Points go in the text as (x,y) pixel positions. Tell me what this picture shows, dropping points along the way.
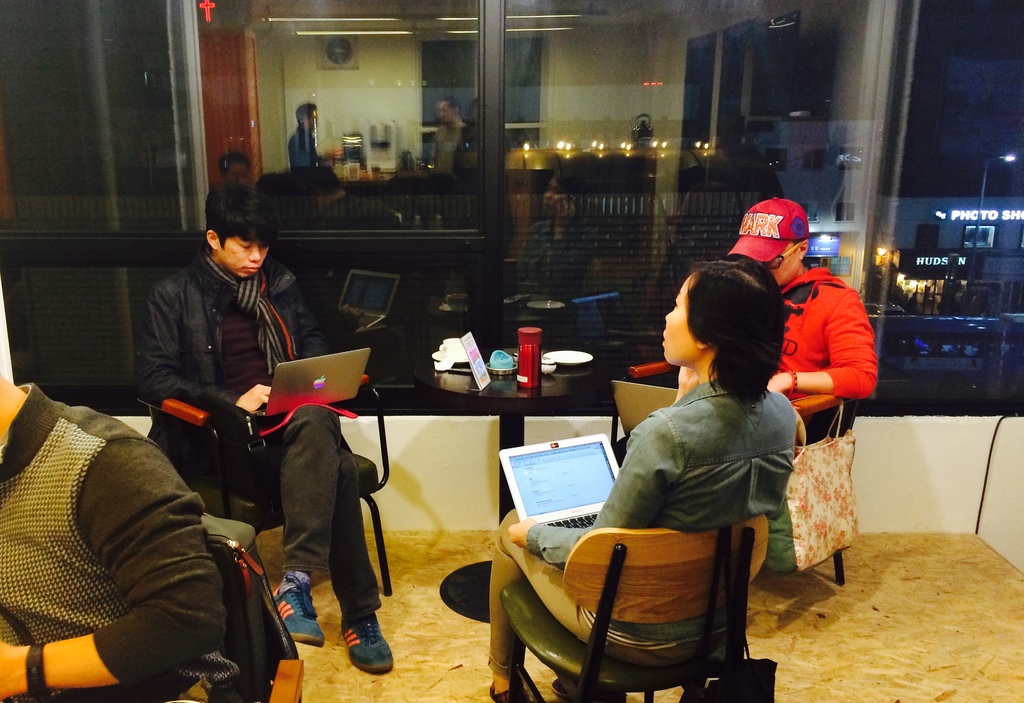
In this picture we can see four people (729,423) sitting on chairs (632,562), there are three laptops (317,399) here, we can see a table (483,391) here, there is a bottle (535,371) and a plate (560,359) present on the table (562,381), we can see glass (589,145) in the background (597,116), on the right side (985,194) there is a pole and light (1014,158), we can see a hoarding (957,217) here.
